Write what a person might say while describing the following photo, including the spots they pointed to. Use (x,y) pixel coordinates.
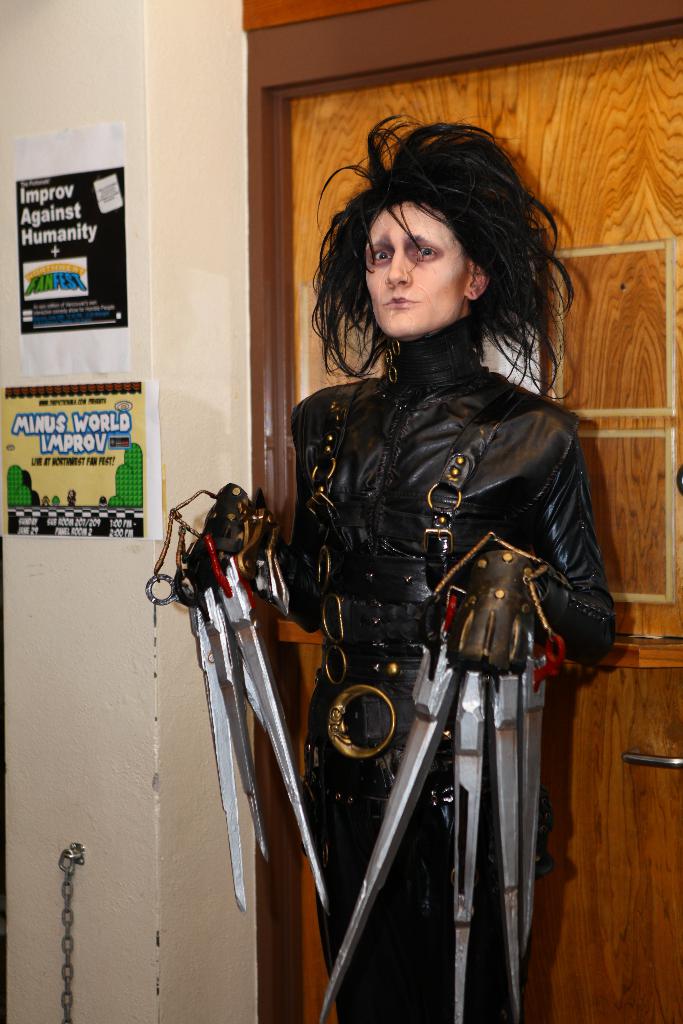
Here in this picture we can see a person (365,407) portraying a cosplay (454,350) on her and we can see some black colored suit (349,666) on her and behind her we can see a door (309,646) and beside her on the wall (136,580) we can see posters (107,494) present over there.
